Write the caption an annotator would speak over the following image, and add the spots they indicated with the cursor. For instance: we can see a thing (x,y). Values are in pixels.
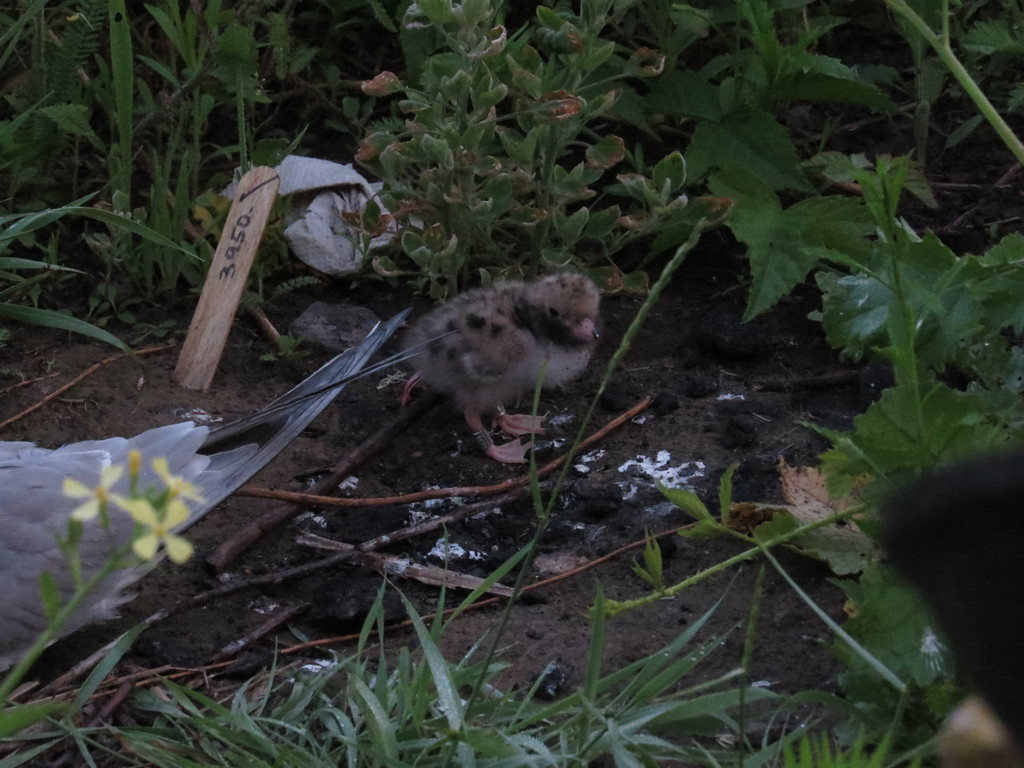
In this image I can see a chick (440,370) on the ground (470,480) and there are some sticks (356,450) and plants (624,721). On the left side (35,530), I can see few white color feathers (102,463).
